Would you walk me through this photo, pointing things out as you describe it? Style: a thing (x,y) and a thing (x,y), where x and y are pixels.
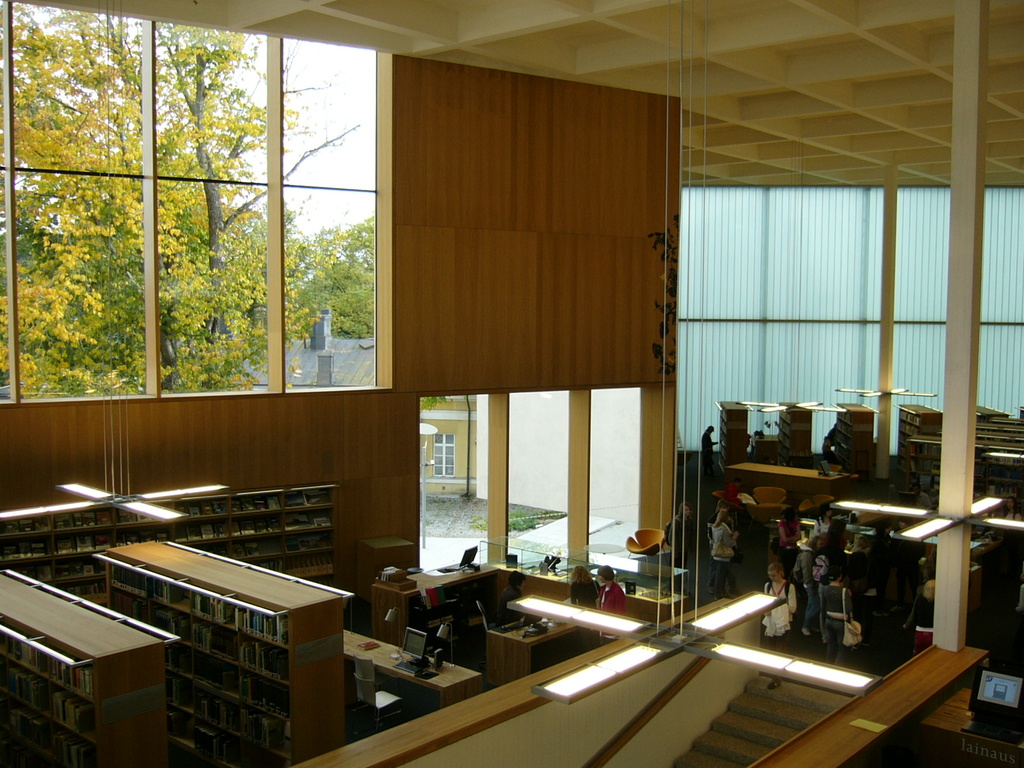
This image looks like it is clicked inside the room (502,258). To the left (187,653), there are racks (171,660) in that some books (195,672) are kept. In the middle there are two persons (611,596). To the right (932,613), there are many people (726,514) standing. At the top (711,60) there a roof (701,69).
